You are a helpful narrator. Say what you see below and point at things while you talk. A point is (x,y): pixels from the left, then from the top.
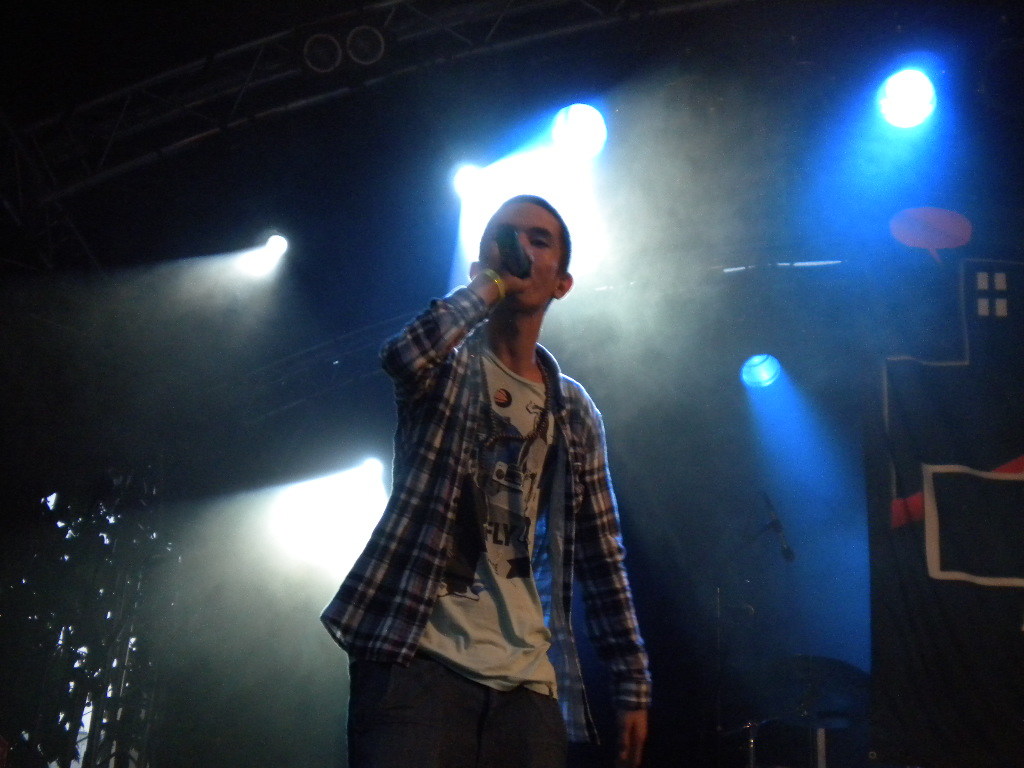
In the picture we can see a boy (378,736) standing and singing a song holding a microphone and in the background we can see some lights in the dark.
